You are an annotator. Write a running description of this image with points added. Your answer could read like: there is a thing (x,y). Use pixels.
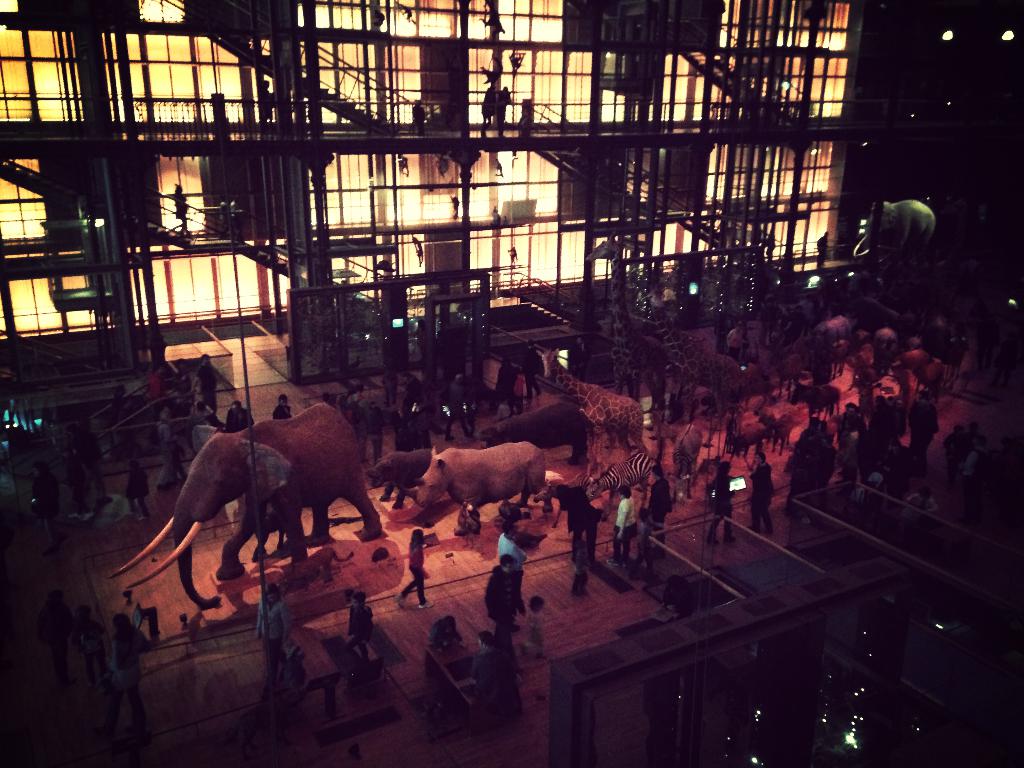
There are persons (437,633) in different color dresses (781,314) on the floor (249,626) on which, there are statues (505,475) of the animals (621,417). In the background (193,191), there are steps (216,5) on the floor (233,620), there are glass windows (5,8) and there are lights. And the background (879,22) is dark in color.
